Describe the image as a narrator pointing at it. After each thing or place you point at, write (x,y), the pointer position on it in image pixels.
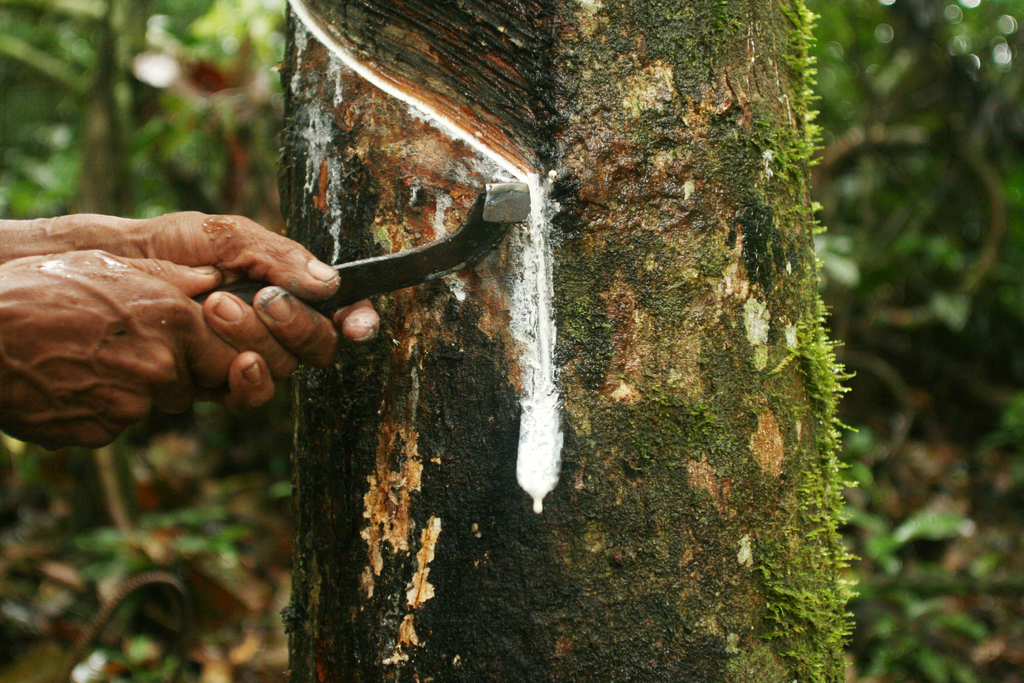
In this picture we can see stem (659,373) of the tree (641,288) and we can see person hands (42,340) holding an object (494,199).
